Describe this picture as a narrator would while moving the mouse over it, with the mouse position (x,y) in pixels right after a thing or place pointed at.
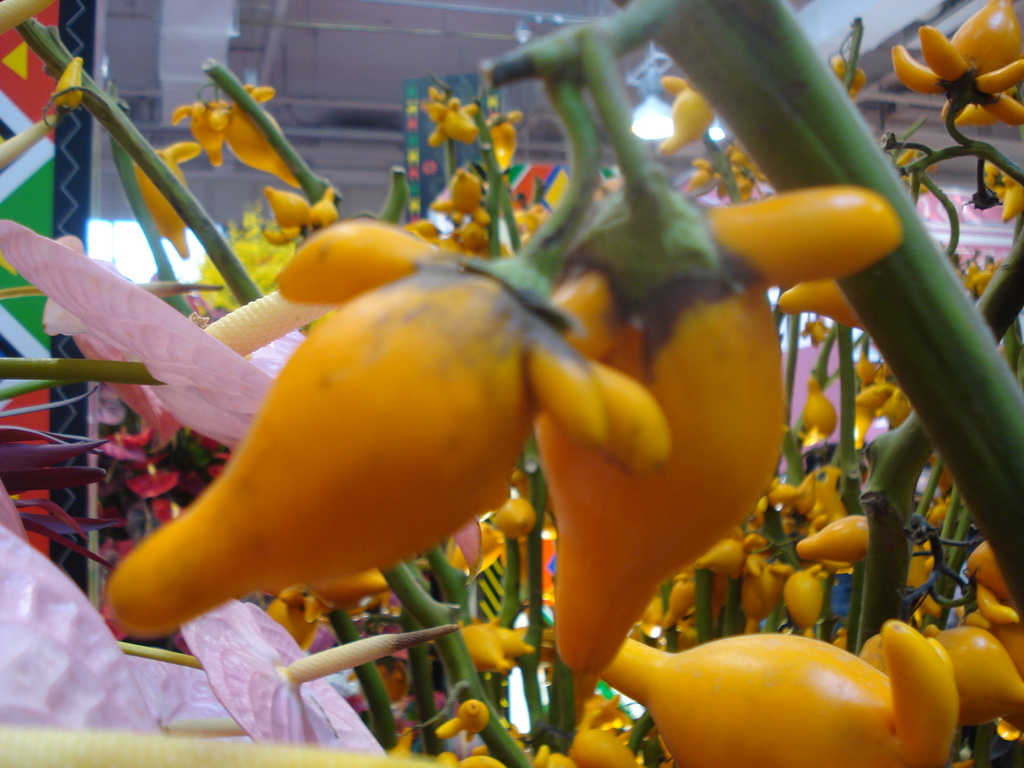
In this picture we can see a few yellow color eatable items (428,515). There are some pink color objects (124,301) on the left side (297,654). We can see a light (642,78) on top. There are a few colorful objects (57,9) seen in the background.
